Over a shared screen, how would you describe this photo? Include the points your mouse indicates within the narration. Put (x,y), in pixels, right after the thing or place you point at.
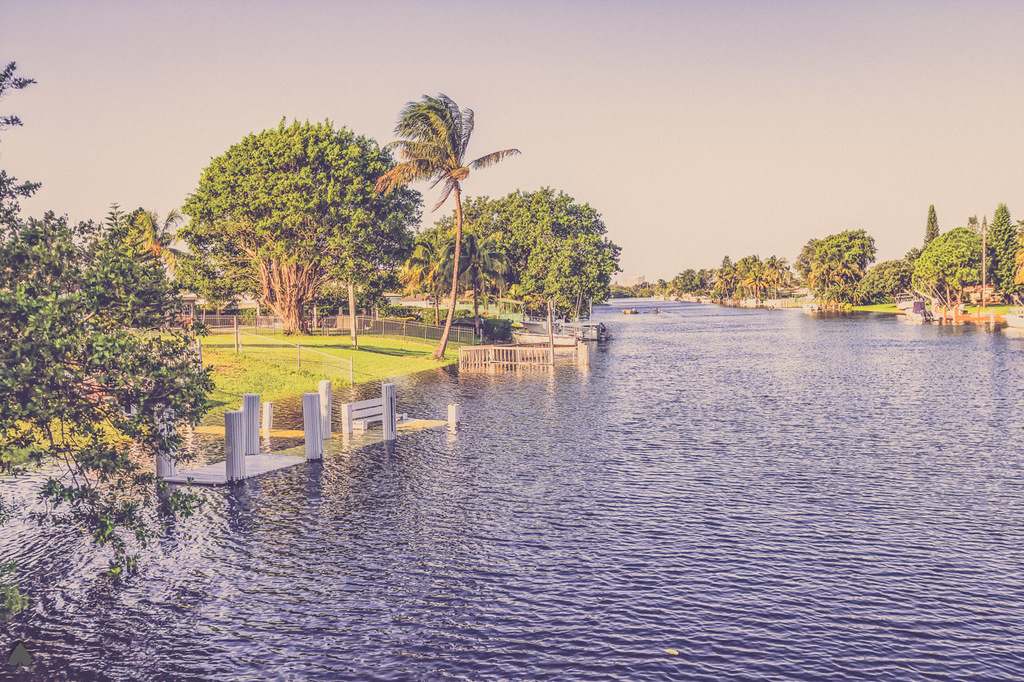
In this image I can see the water (729,566), few poles (160,427), the railing (541,349), few trees (335,282) which are green and brown in color and In the background (836,182) I can see the sky (723,143).
